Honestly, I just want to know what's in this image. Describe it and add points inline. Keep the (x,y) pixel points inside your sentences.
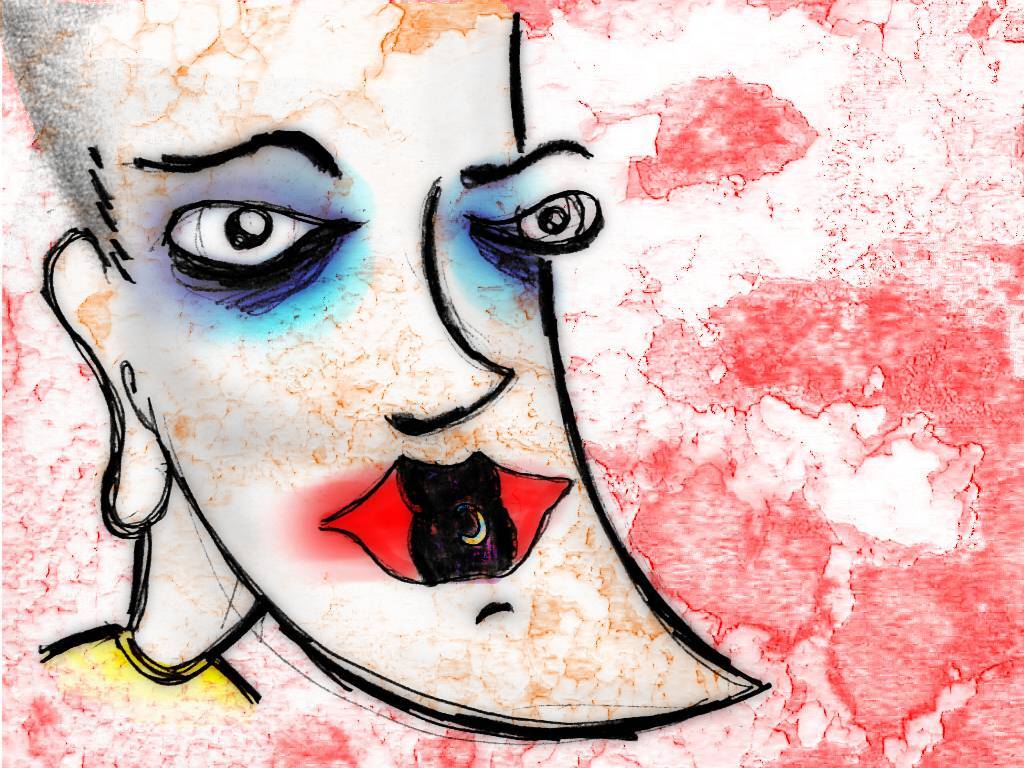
In this image I can see the art (349,508) of the person (202,484) which is in black, red and white color.
